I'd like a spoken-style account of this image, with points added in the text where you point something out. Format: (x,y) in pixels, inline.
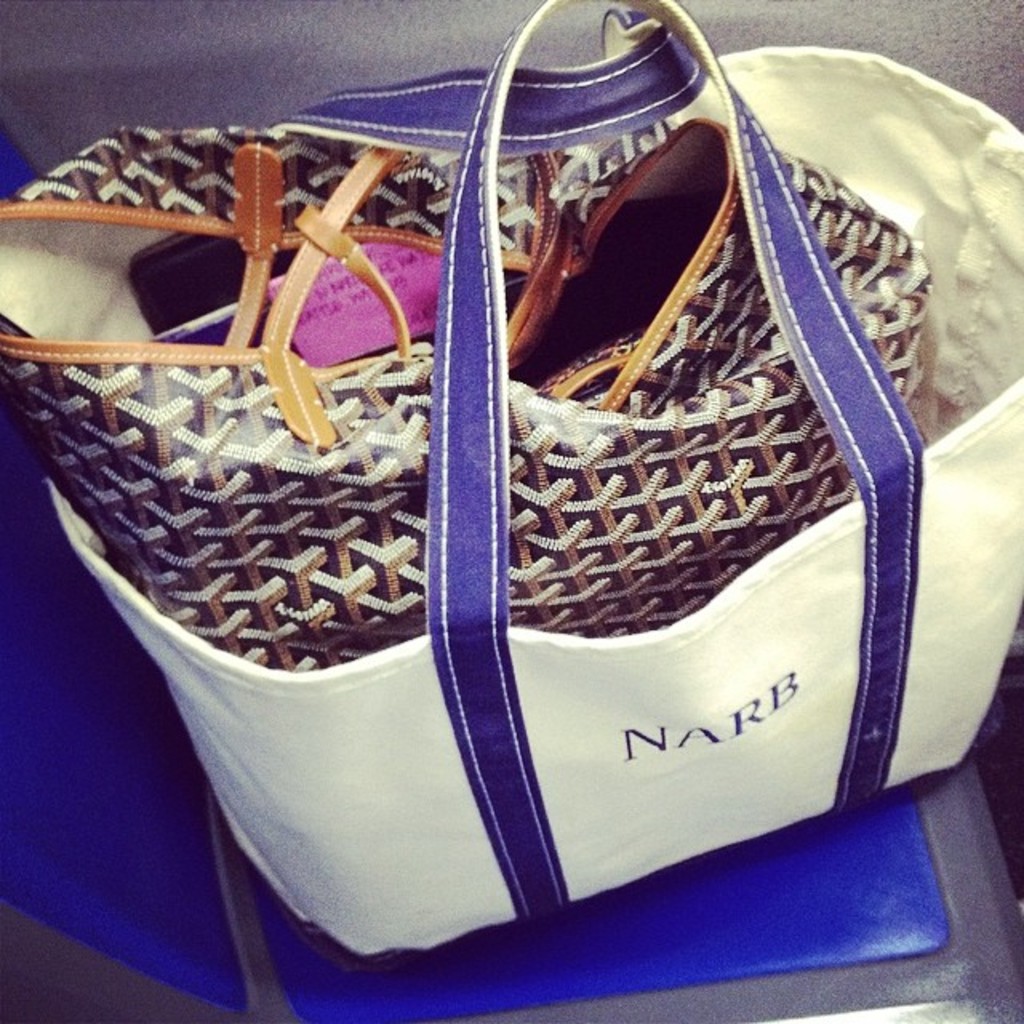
in this image the bag (508,464) is there on the chair (710,934) and the bag (564,816) color is white and blue color inside another bag (425,615) is there the color is chocolate color and the chairs (907,871) color is blue color.
